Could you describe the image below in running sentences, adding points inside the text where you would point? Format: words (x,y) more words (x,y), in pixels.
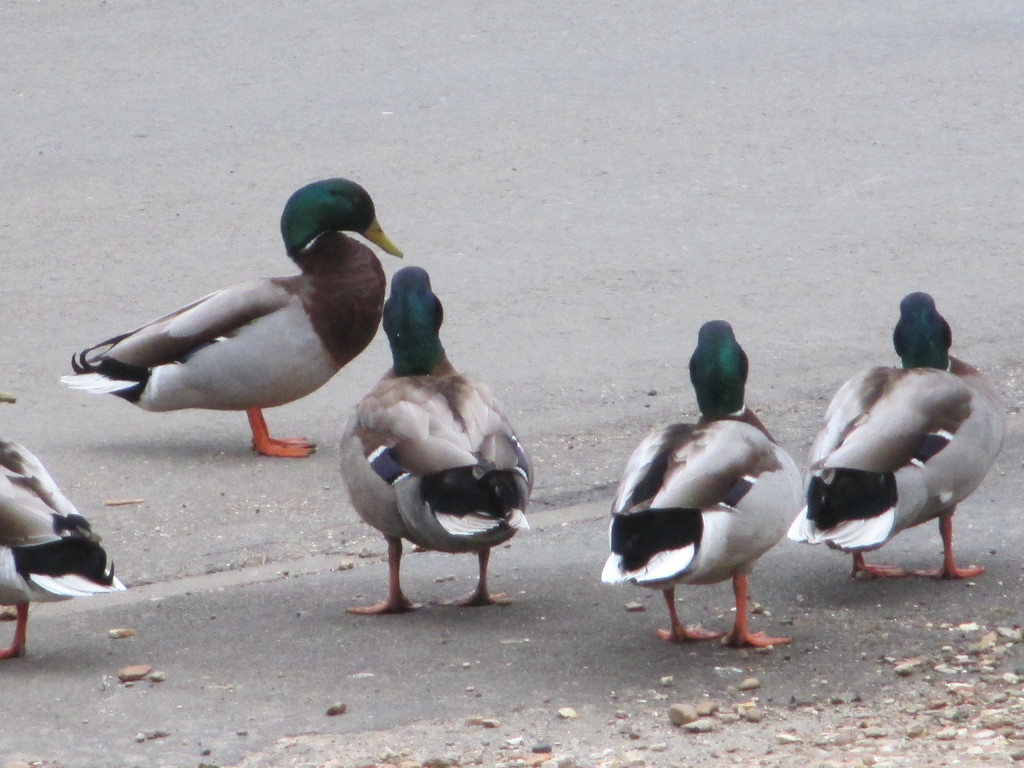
This picture shows few ducks (838,407) on the road (506,652). They are white, black, brown and green in color.
